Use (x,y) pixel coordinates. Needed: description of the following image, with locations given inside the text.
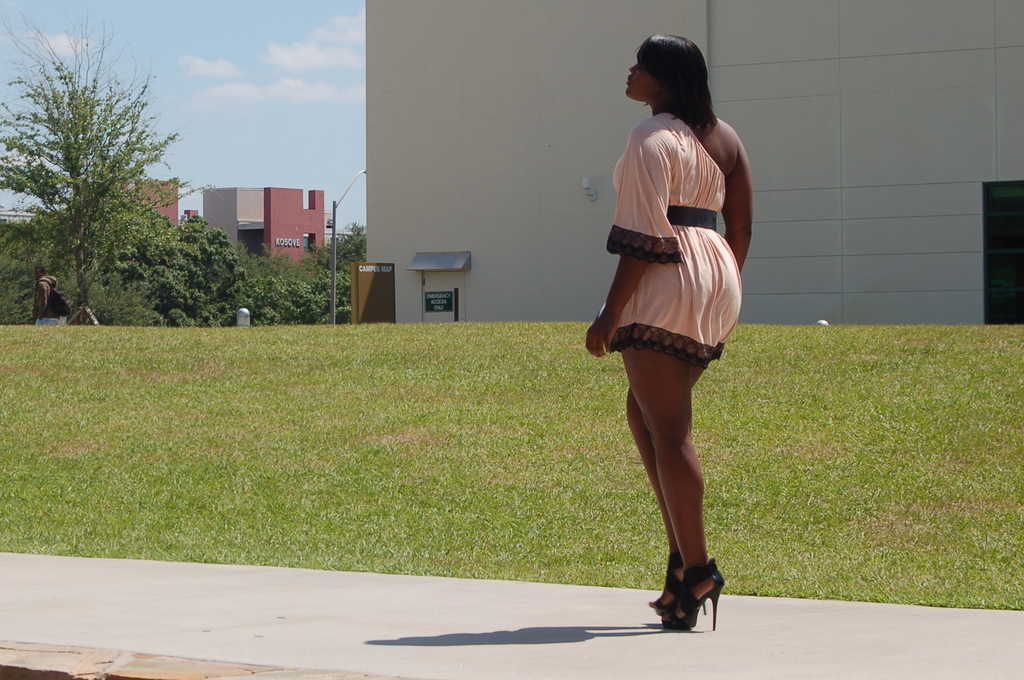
As we can see in the image there is grass (316,430), trees (151,239), buildings (375,209), a woman (679,545) wearing pink color dress (677,338) and on the top (186,67) there is sky (154,111).
